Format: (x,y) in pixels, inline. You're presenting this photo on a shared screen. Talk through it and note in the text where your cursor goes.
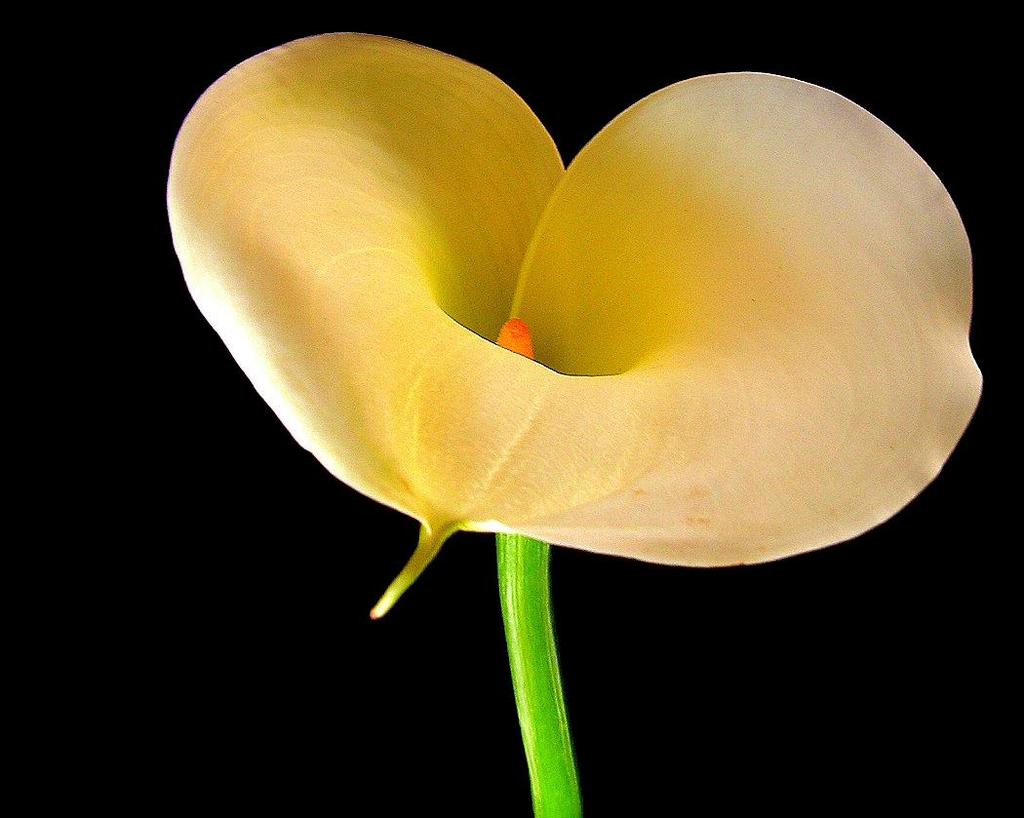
In this image, we can see a flower (417,405) on the dark background.
